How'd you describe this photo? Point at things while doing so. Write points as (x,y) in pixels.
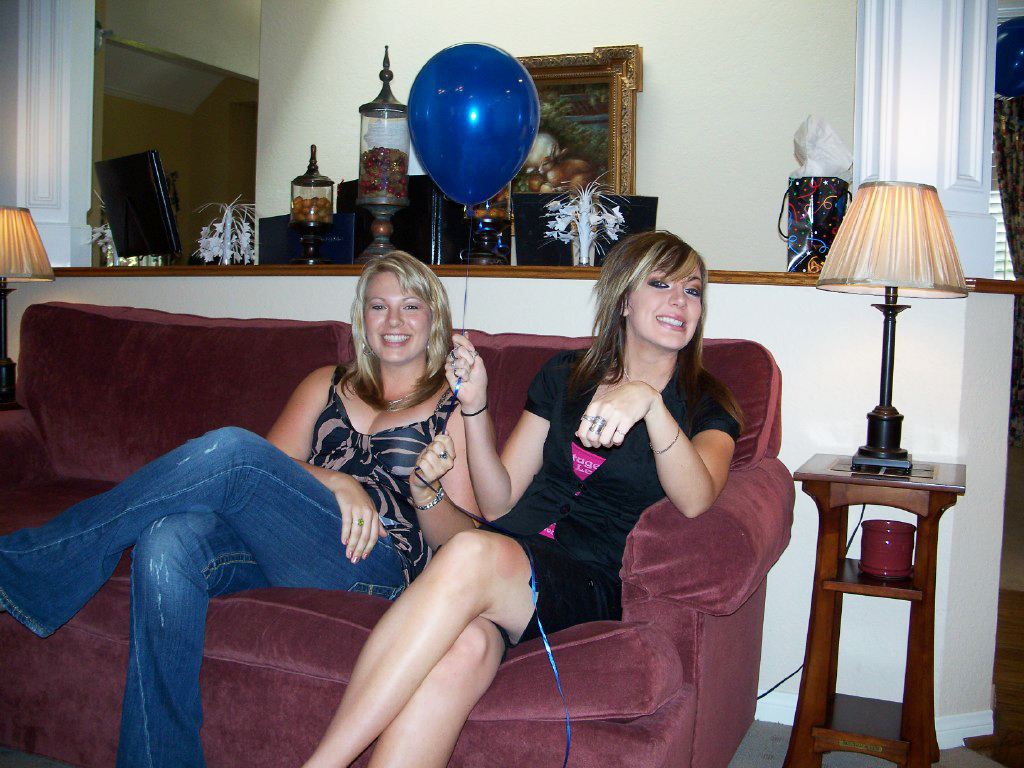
As we can see in the image, there are two women (689,506) sitting on sofa (96,414). The women (605,565) who is sitting on the right (697,313) is holding blue color balloon (474,192) in her hand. Beside the sofa (77,401) there is a lamp (863,239) and behind these two women (364,427) there is a laptop (128,209), a white color wall (710,84) and a photo frame (579,94).
